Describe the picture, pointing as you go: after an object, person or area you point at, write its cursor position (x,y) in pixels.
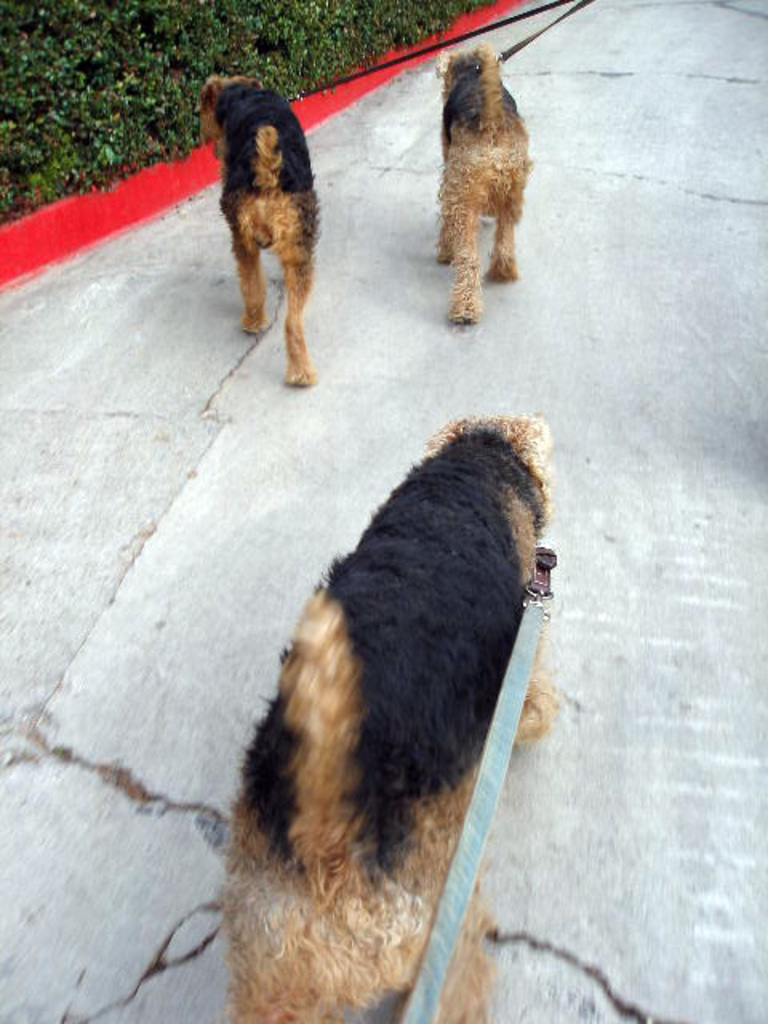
In this picture I can see three dogs (258,207) are standing on the ground (310,507). On the left side (144,118) I can see plants (143,101). These dogs (447,745) are tied with belts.
